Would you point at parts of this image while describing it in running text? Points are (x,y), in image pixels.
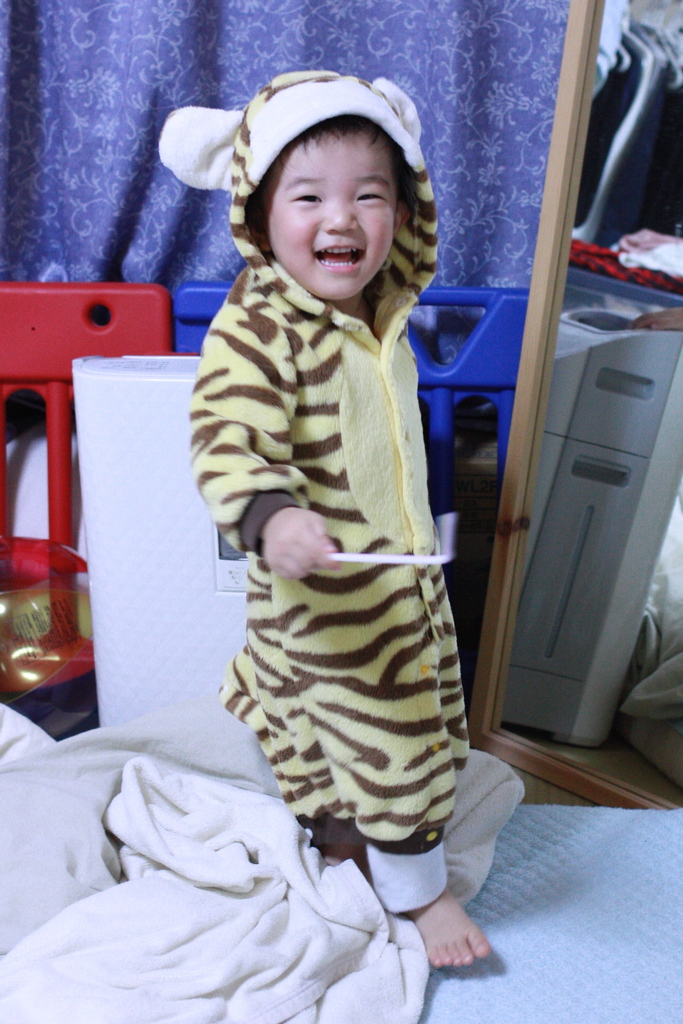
In this picture we can see a kid (342,529), and the kid (380,545) is smiling, beside to the kid (236,388) we can find a machine (550,435), curtains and other things (594,605).
